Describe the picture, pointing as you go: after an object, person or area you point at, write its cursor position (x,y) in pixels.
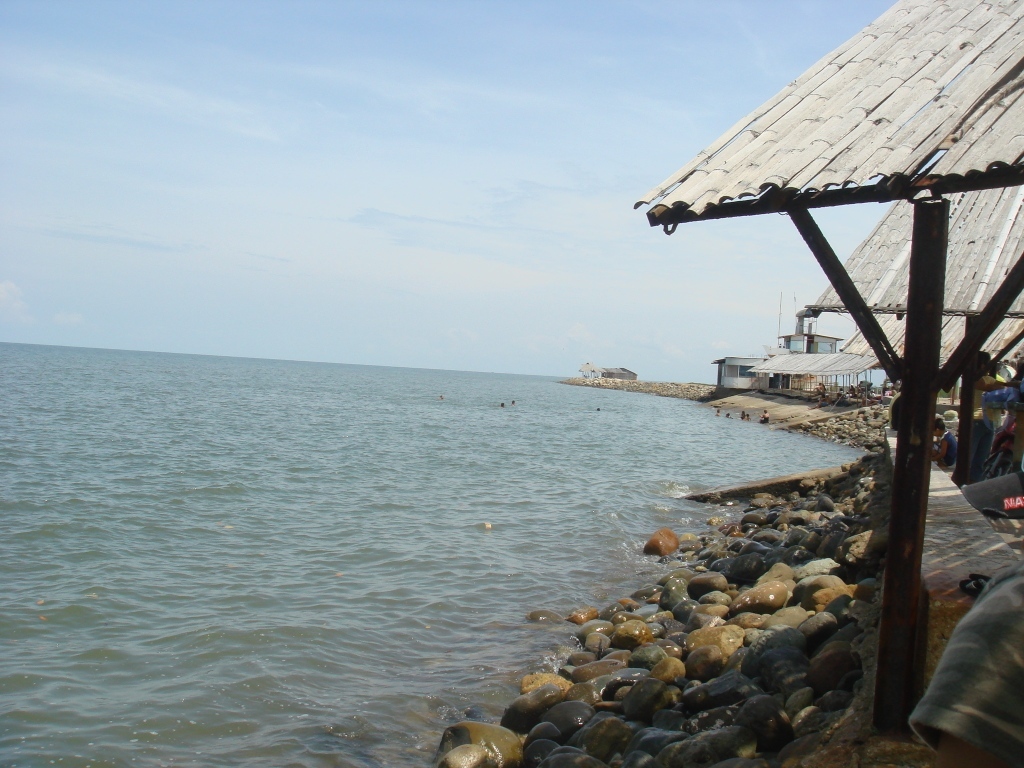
In this image at the bottom (407,610) there is a beach (636,544) and on the right side (720,654) there are some houses (779,363), small stones (858,521) and some persons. At the top of the image (439,150) there is sky (321,240).
